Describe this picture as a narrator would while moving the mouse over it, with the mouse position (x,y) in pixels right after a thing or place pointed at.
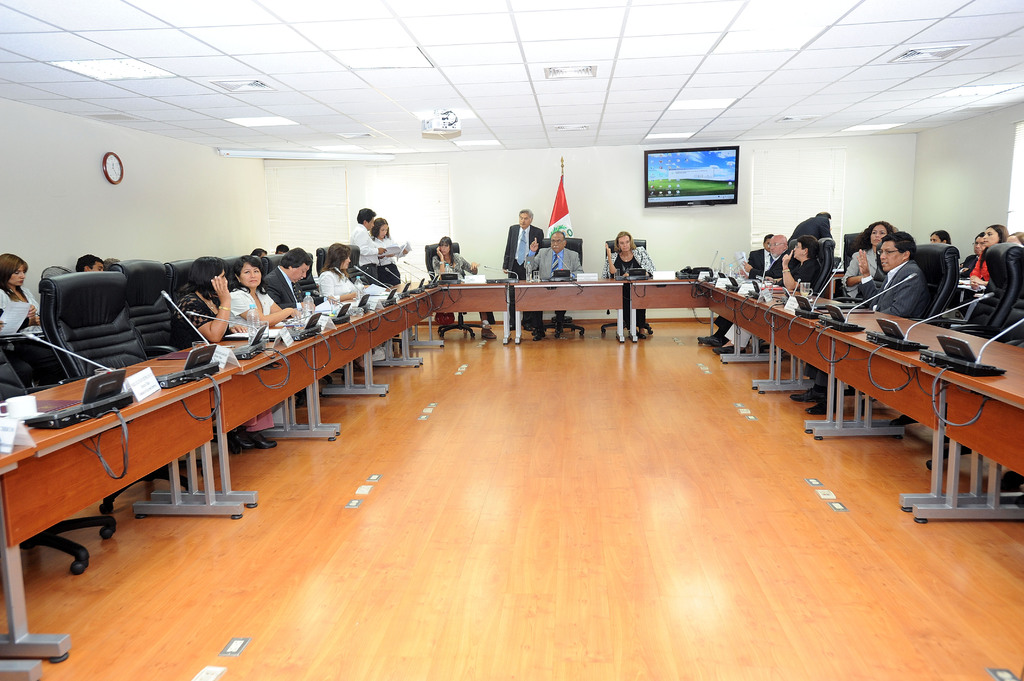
In this image I can see number of people (464,265) are sitting on chairs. I can also see few (365,265) are standing. In the background (551,206) I can see of a flag (562,164), a television (655,152) and a clock (111,168) on this wall (124,191). I can also see mics (974,359) on these tables (379,363).
